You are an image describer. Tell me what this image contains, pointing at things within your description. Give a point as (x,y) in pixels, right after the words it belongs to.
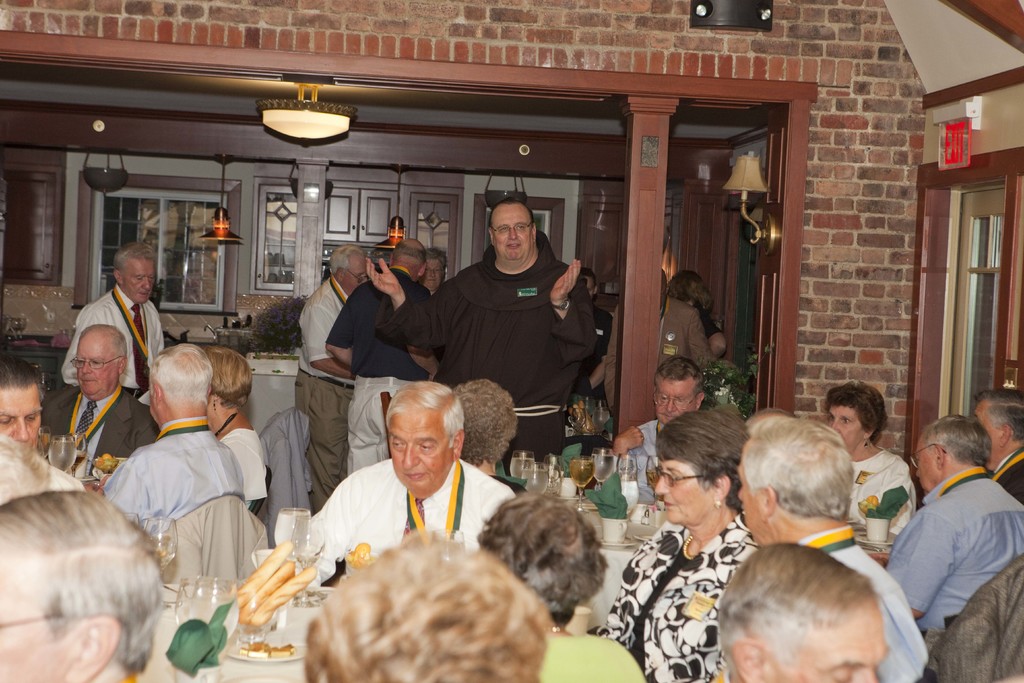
In this picture I can see number of people (314,358) in which most of them are sitting on chairs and few of them are standing. In the background (10,313) I see the wall (555,11) and I see the light (314,105) on the ceiling (344,98) and I see the windows (209,217) and in front of this image I see the tables (295,616) on which there are glasses (62,440) and food items (256,626).
